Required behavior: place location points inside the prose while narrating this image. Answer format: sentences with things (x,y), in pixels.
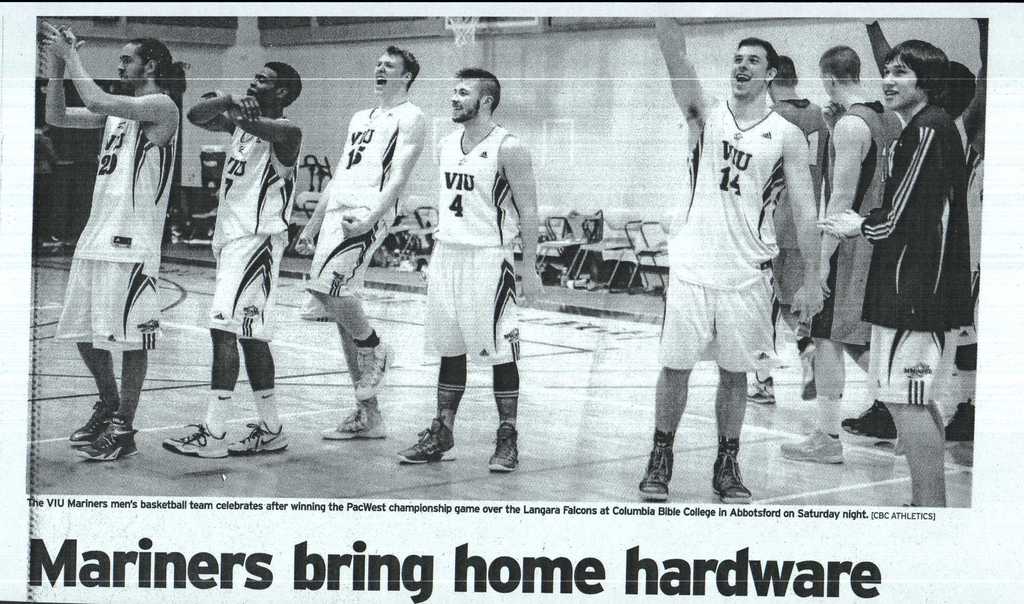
This image consists of a paper (231,350) with a few images (521,195) of men (266,237), a few empty chairs (554,229) and there is a text (590,560) on it.
